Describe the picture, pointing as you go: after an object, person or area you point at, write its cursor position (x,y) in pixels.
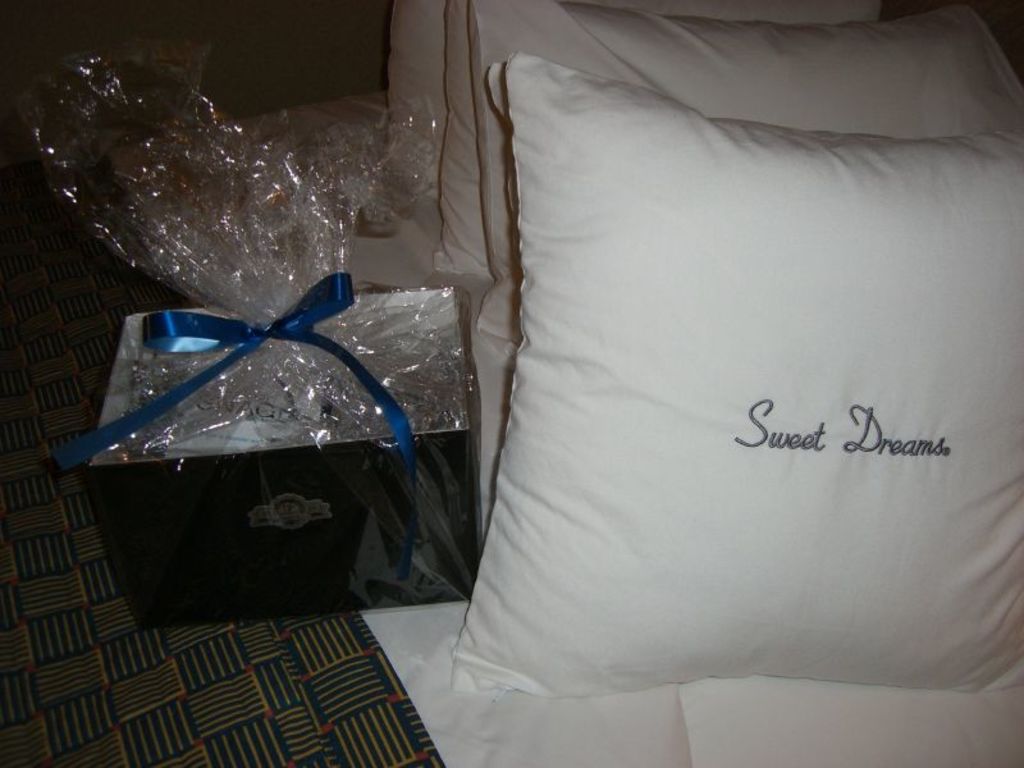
This image consists of pillows (561,266) in white color. To the left (317,524), there is a box (285,570). At the bottom (217,739), there is a bed sheet (545,743).
